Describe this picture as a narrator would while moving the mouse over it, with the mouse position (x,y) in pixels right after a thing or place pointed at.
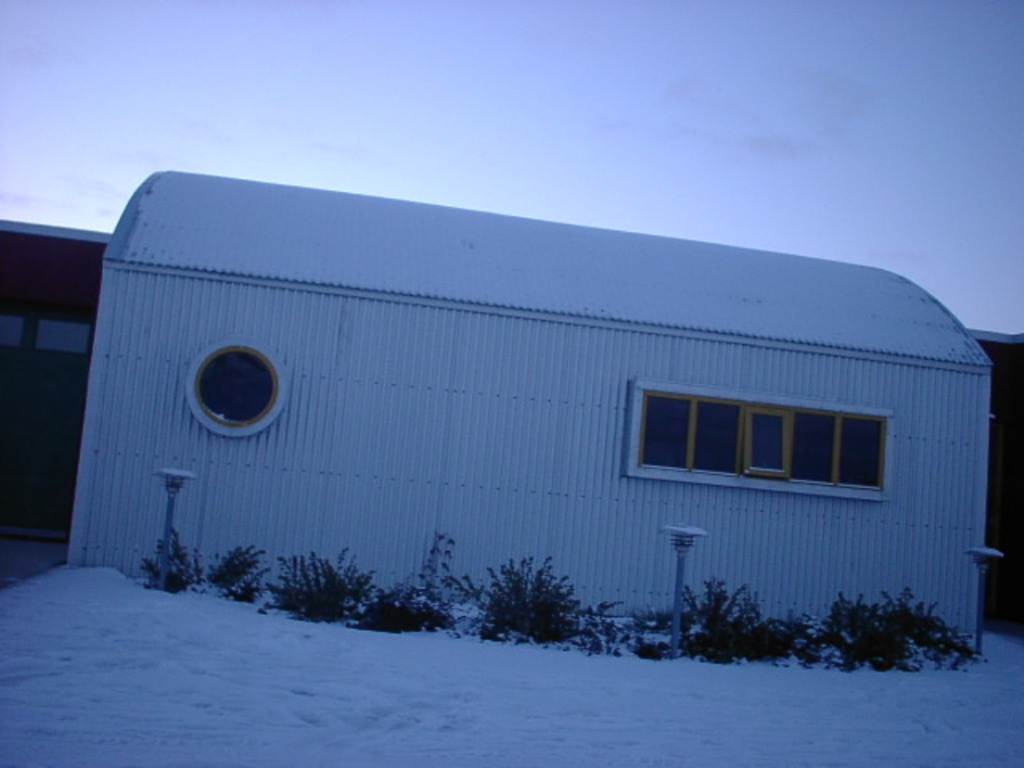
In this image I can see a building (490,451), windows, plants (427,613), poles (980,604), snow (269,626) and the sky (517,210). This image is taken may be in the evening.
